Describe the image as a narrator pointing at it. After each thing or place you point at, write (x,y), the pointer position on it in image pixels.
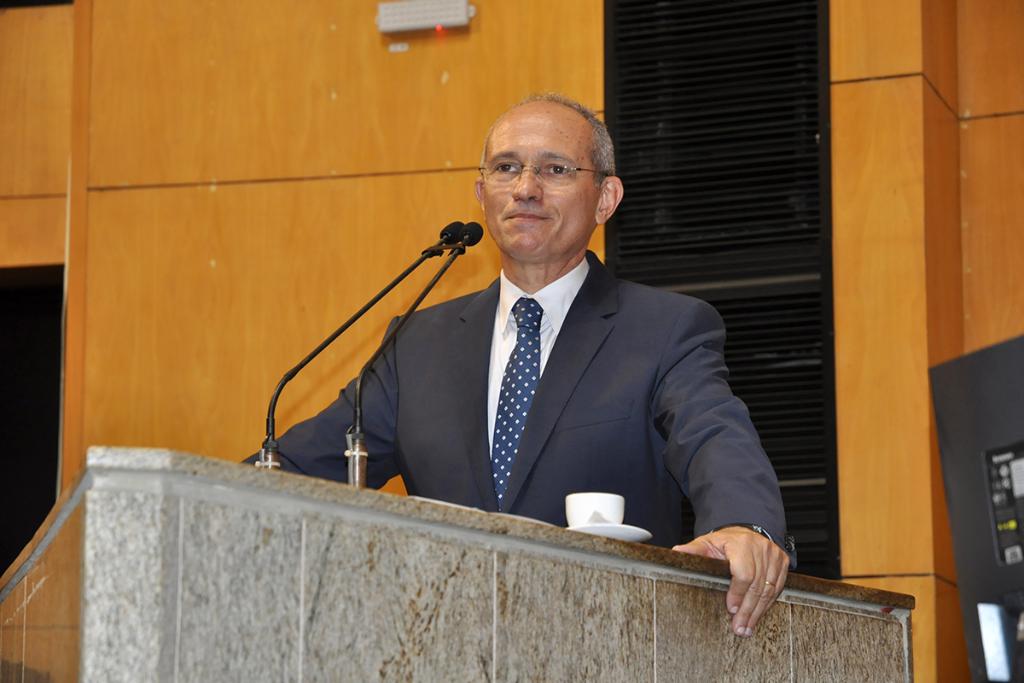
There is a man (548,257) wearing a spectacles (550,178), suit (609,342), shirt (554,303) and tie (515,378), standing in front of a podium (556,572). In Front of this man (475,386) there is a microphone (444,249) and a cup (589,501) and saucer (596,525). Behind this man (337,427) there is a wall (176,187).
